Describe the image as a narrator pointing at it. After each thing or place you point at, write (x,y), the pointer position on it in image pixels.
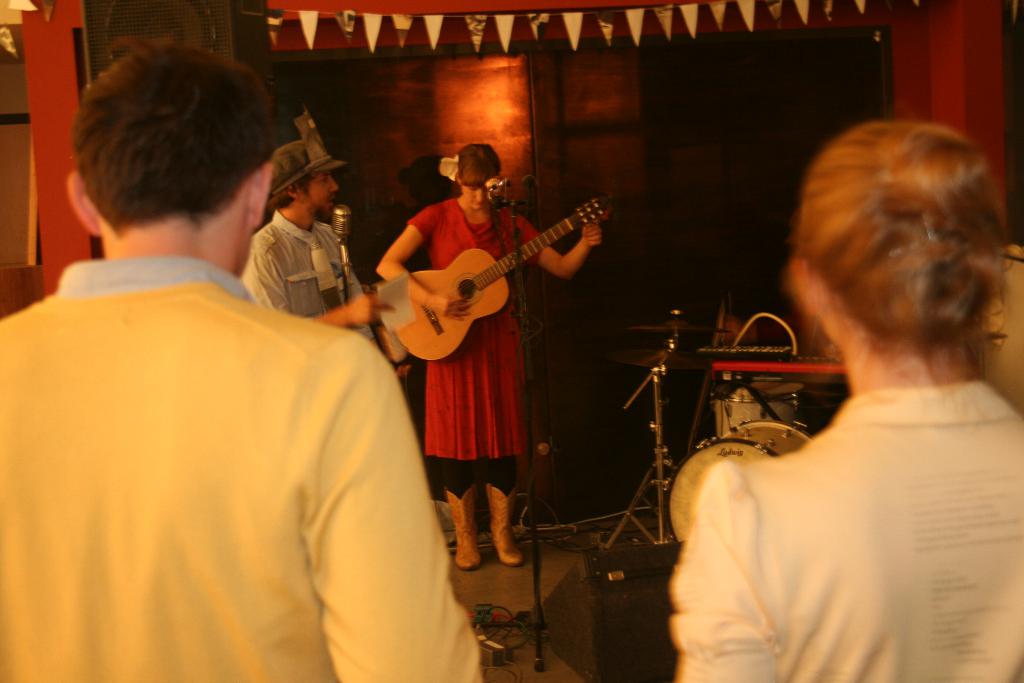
In the image we can see there are people (1013,410) standing and watching a woman (445,363) who is holding guitar (470,319) in her hand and there is a man (325,281) standing beside her.
